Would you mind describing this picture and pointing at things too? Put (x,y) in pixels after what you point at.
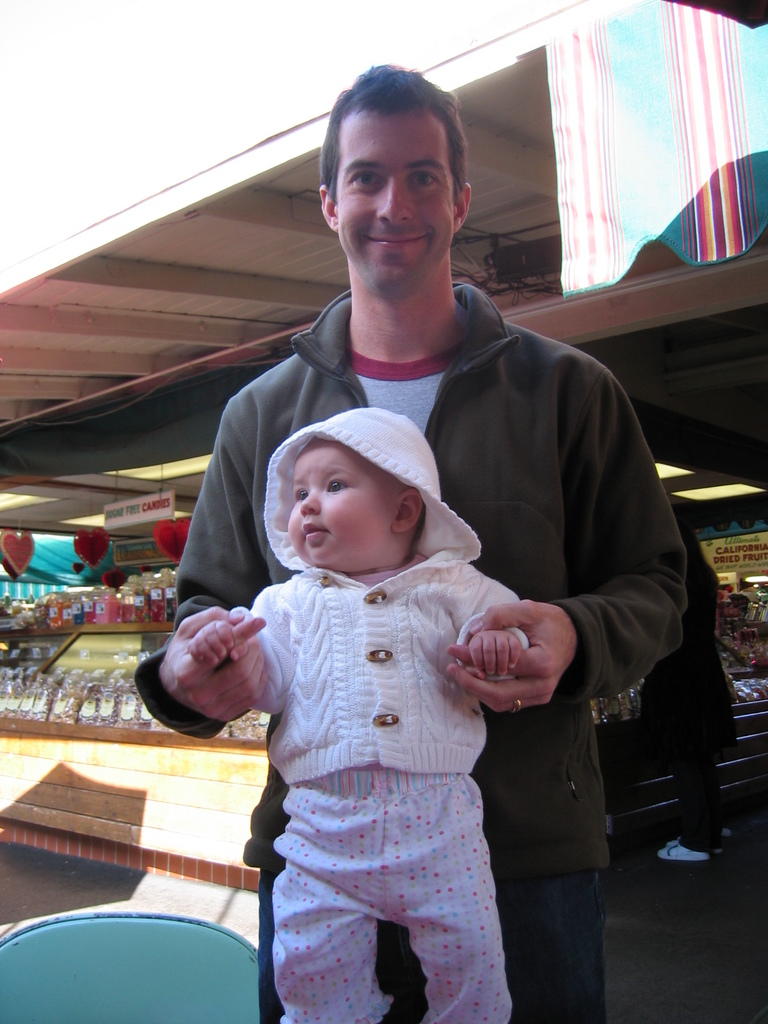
There is a person (380,367) standing and smiling. And he is holding a baby (366,723). In the back (54,648) there are racks (27,642). On that there are many items (36,608). Also there is another person (692,704) standing in the back (714,718). And there is a name board (737,549).
